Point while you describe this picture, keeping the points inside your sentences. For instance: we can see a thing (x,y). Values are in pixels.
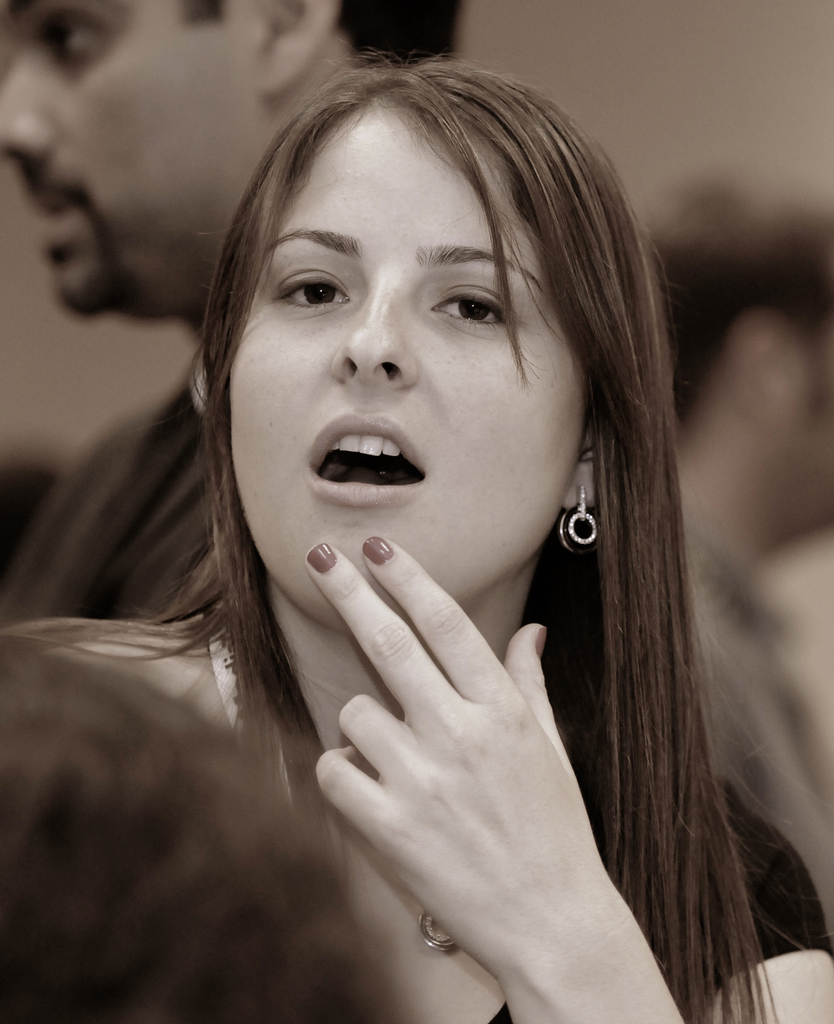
Here we can see a woman (449,478) and at the bottom (107,848) we can see a person head (108,853). In the background (271,15) there are few persons (220,180).
